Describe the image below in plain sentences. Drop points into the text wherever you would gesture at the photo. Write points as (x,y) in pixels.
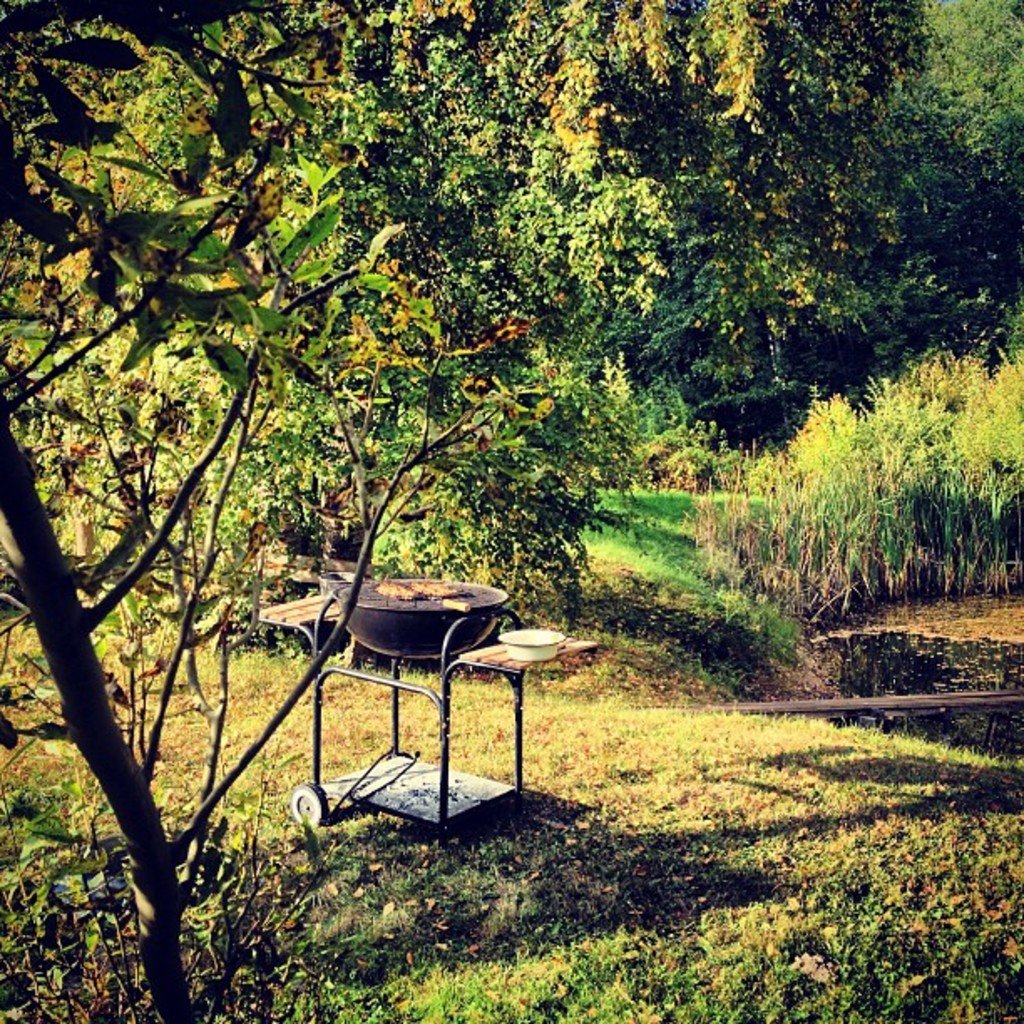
In this image we can see trees (673,235), water (873,621) and a barbecue (388,645) on the trolley (399,761).
